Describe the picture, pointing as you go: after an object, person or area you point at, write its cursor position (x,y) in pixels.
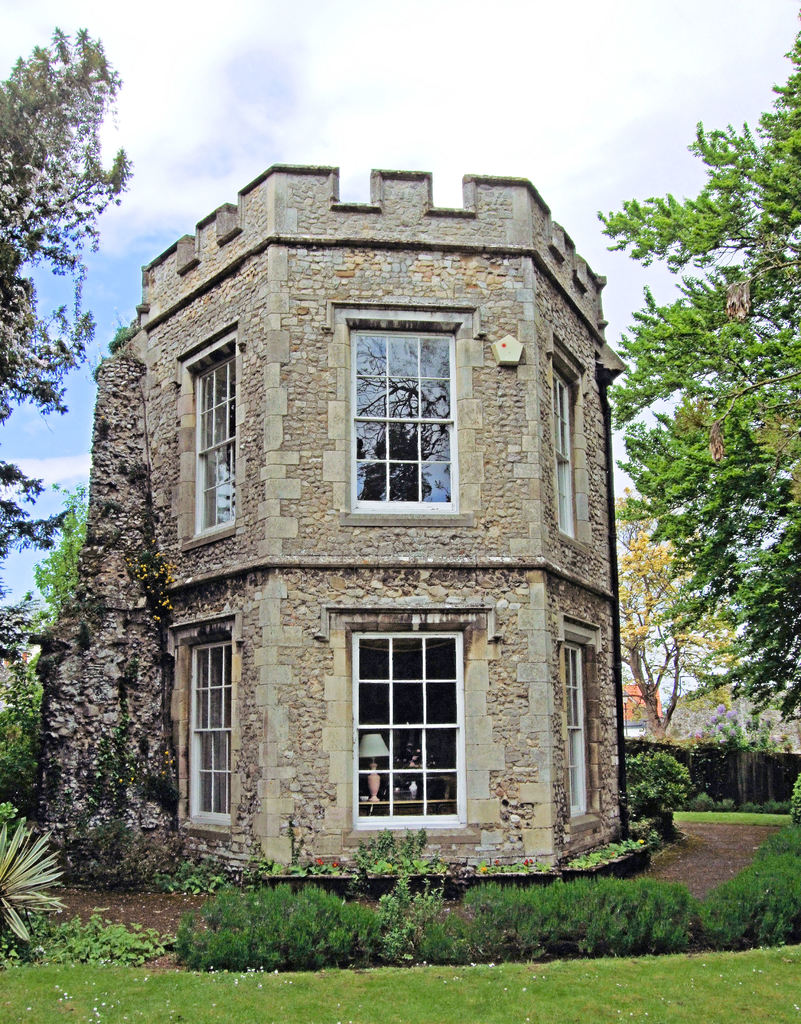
In the center of the image (318,553) there is a building (263,575) with windows (225,709). At the bottom of the image (375,993) there is grass (558,986). To the both sides of the image there are trees (787,147). At the top of the image (316,39) there is sky (424,39) and clouds (350,66).
